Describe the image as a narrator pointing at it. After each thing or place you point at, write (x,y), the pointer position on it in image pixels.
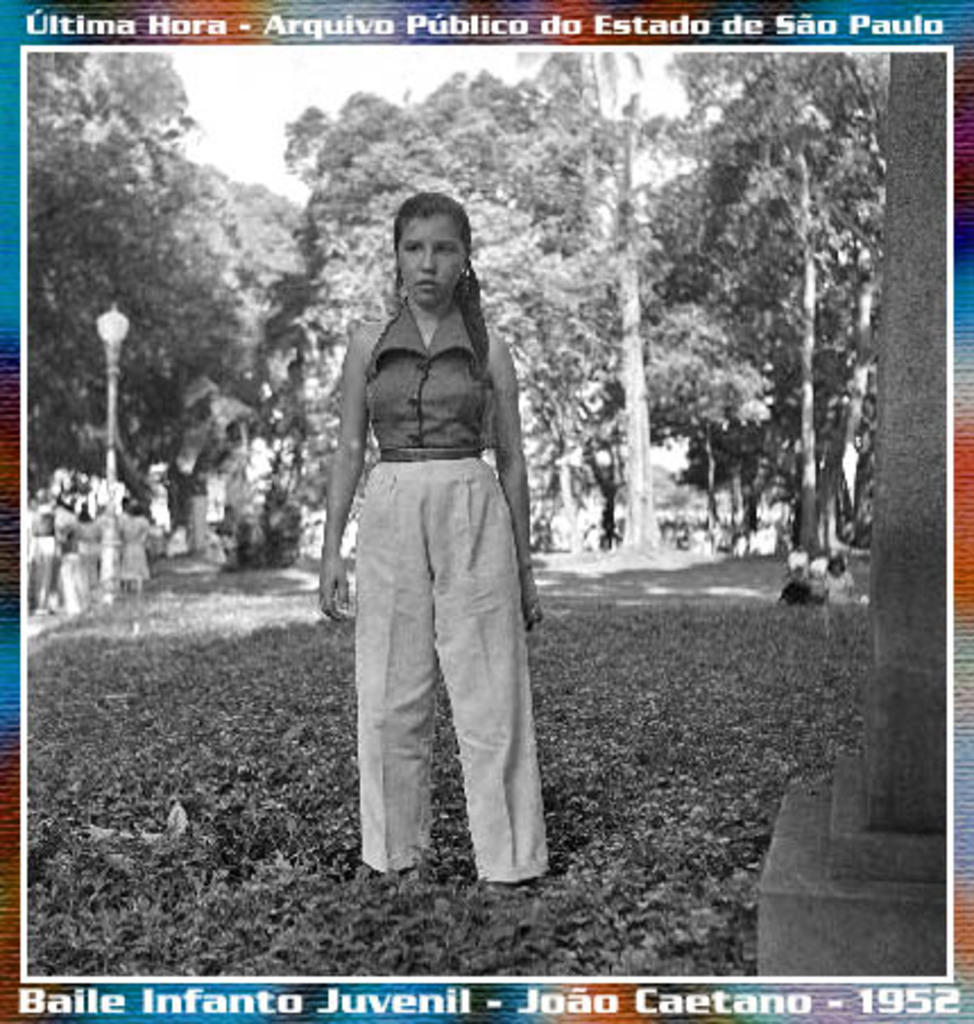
This is a black and white image with a color border (422,3) and something written on the border (81,978). In this image there is a woman (403,507) standing on the grass (671,754). In the background (861,313) there are trees (560,254).
